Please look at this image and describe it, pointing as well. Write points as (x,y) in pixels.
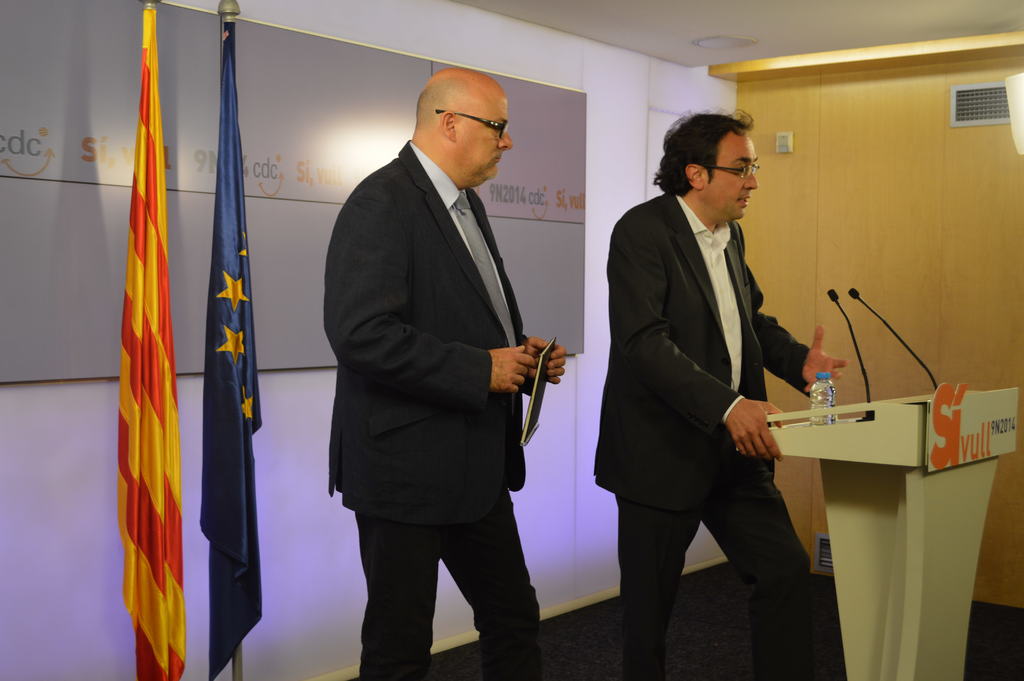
In this image I can see two persons (490,366) wearing shirts (732,314), black blazers (664,371) and black pants (536,604) are standing. I can see a podium (874,526) and on the podium (903,499) I can see a water bottle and two microphones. In the background (235,400) I can see two flags (252,328), the white colored wall (611,98), the cream colored surface (834,205) and a grey colored board (339,156) attached to the wall (612,209).
